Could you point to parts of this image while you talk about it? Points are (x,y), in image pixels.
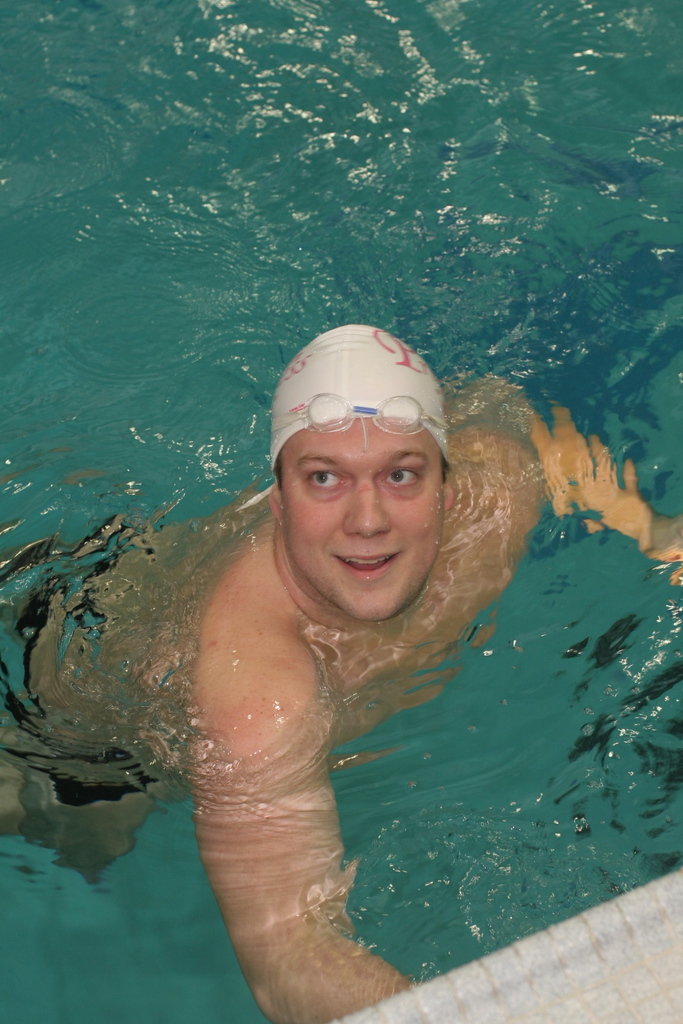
In the picture I can see a man (308,722) wearing white colored headwear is swimming in the water (140,854).
